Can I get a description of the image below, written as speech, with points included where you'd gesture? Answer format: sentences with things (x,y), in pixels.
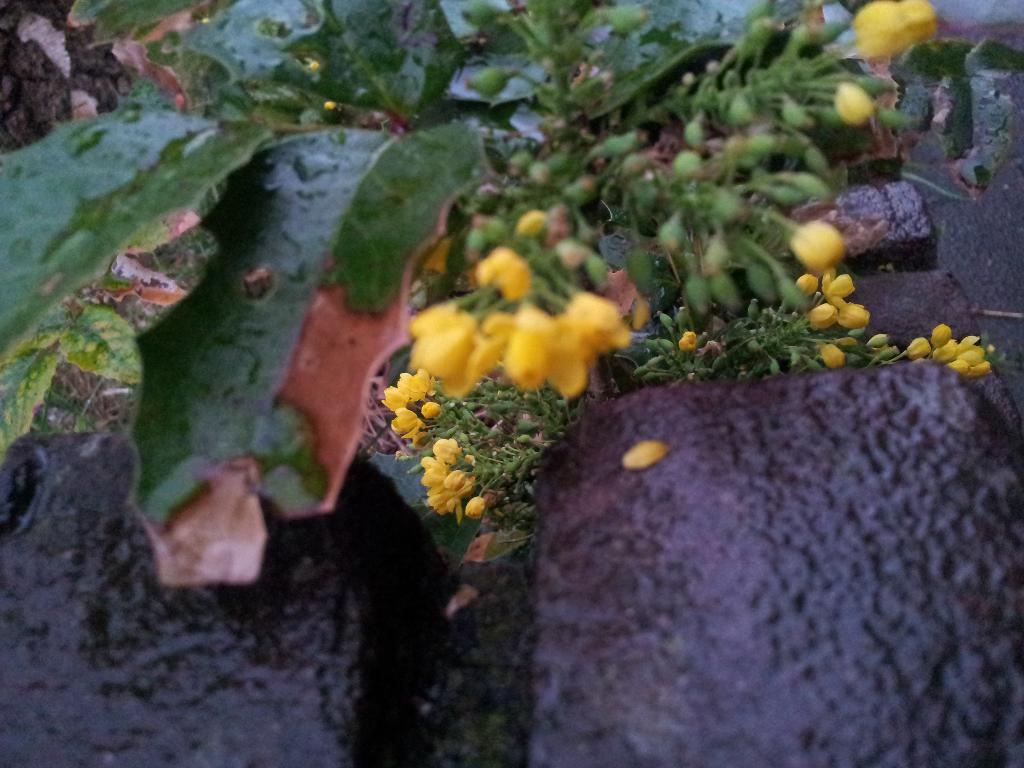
In this image, we can see some plants (534,305), flowers (842,290) and stones (324,617).
